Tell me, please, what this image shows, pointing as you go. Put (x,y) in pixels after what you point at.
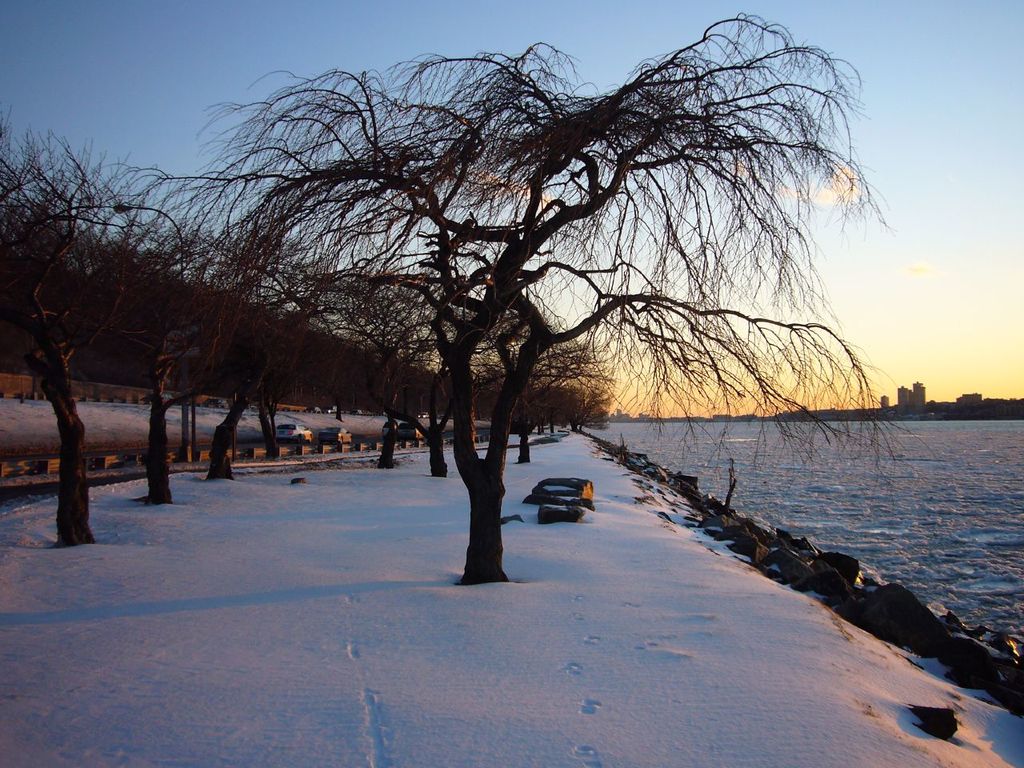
In the given image i can see a snow (807,619), trees (221,450), vehicles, stones (792,548) and in the background (802,203) i can see the sky (975,220).
